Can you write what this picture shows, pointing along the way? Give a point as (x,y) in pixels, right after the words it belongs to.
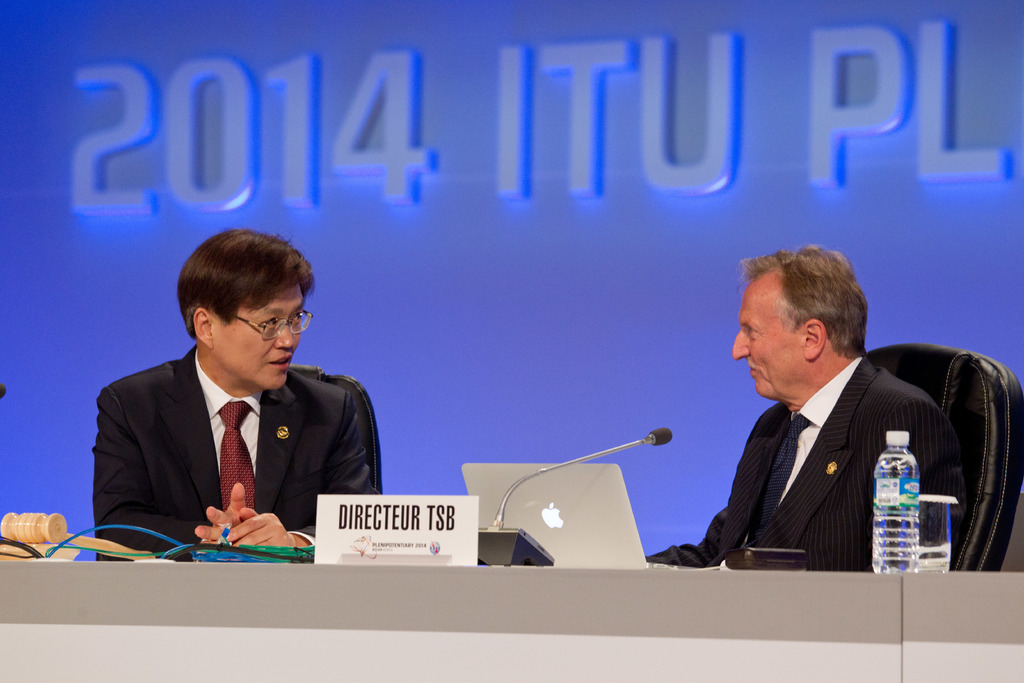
In this image I can see two men (131,433) are sitting on chairs (922,368) and I can see both of them are wearing formal dress (170,518). On the left side (230,265) I can see one of them is wearing a specs (305,323). In the front of them I can see a mic (508,529), a laptop (556,502), a board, a wooden hammer (145,549), a blue colour thing (175,548), a bottle (905,489), a glass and on the board (408,527) I can see something is written. I can also see something is written in the background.
